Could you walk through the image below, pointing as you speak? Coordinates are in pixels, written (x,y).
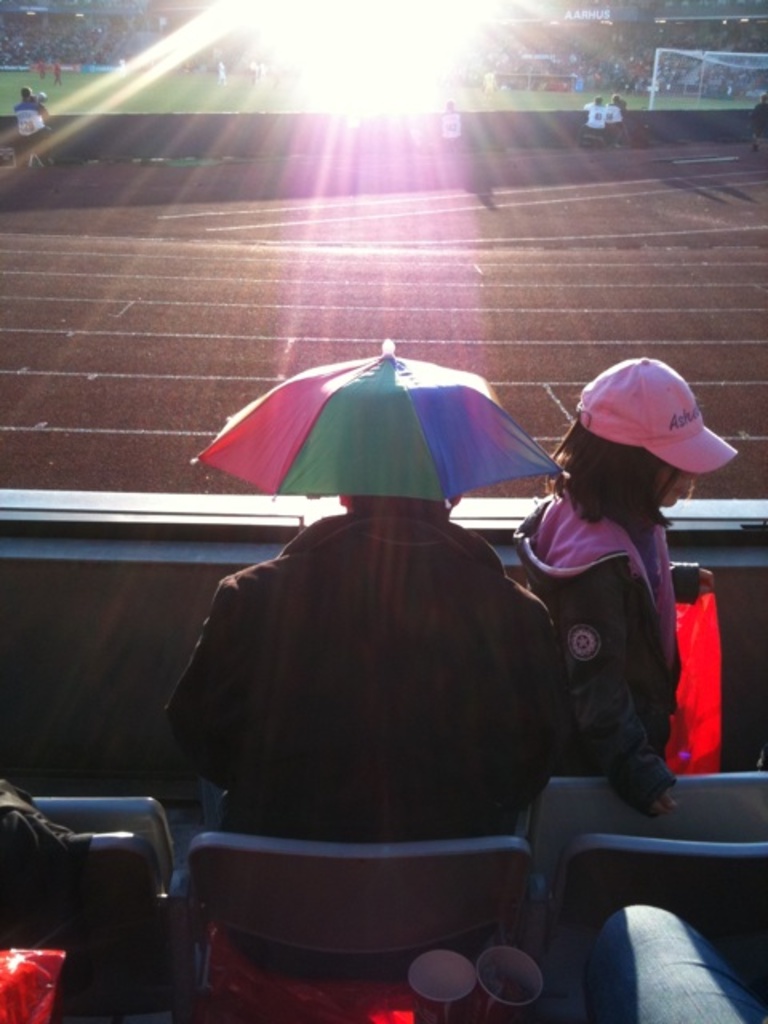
At the top of the image (193,42) we can see spectators (34,55), persons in the ground (658,215). At the bottom of the image (203,760) we can see a child (578,621) and a person (319,697) sitting on the chair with an umbrella (392,472).
